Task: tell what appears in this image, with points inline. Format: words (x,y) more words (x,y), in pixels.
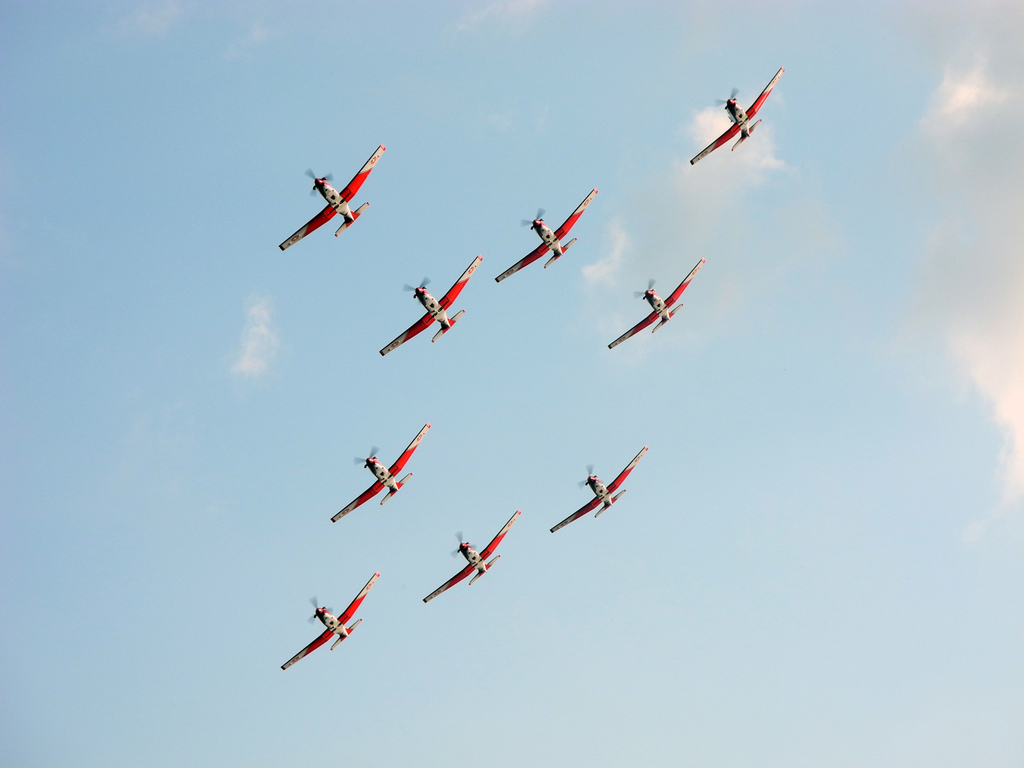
In this image I can see fleets of aircraft (364,177) in the air (378,432) and the sky (298,398). This image is taken may be during a day.
